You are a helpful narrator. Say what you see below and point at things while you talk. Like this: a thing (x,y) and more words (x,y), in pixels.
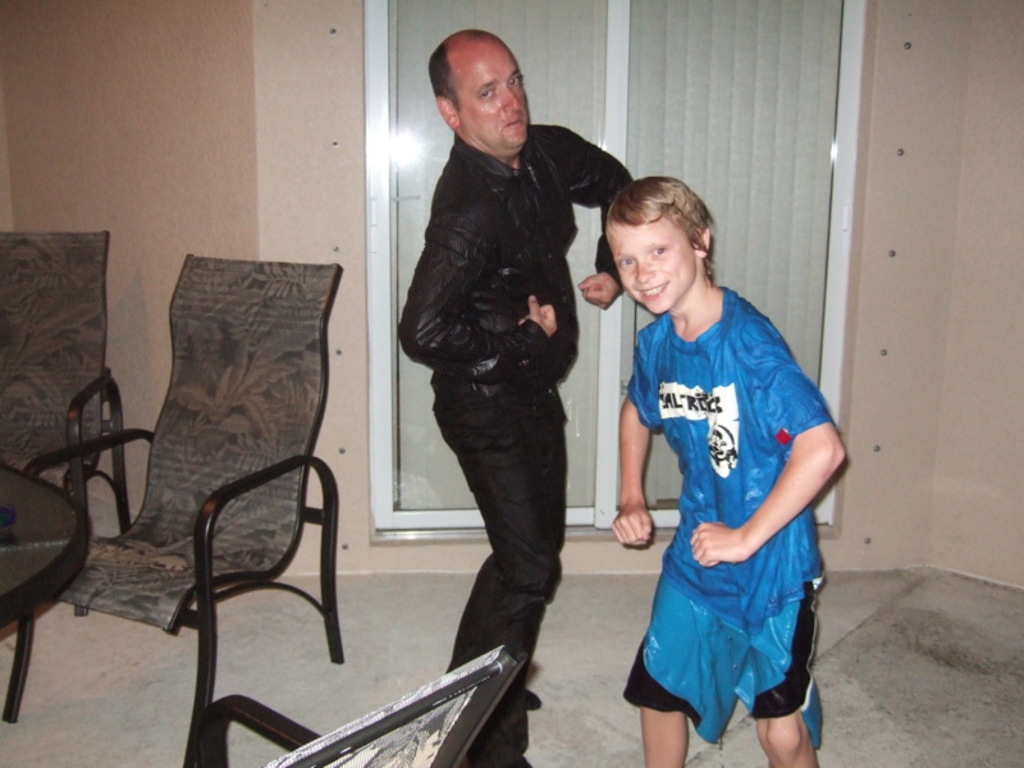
Here we can a see man (514,502) and a boy (661,180). They are wearing a wet clothes (468,180). Here we can see a table (11,575) and chairs (204,559) on the left side (183,492).
